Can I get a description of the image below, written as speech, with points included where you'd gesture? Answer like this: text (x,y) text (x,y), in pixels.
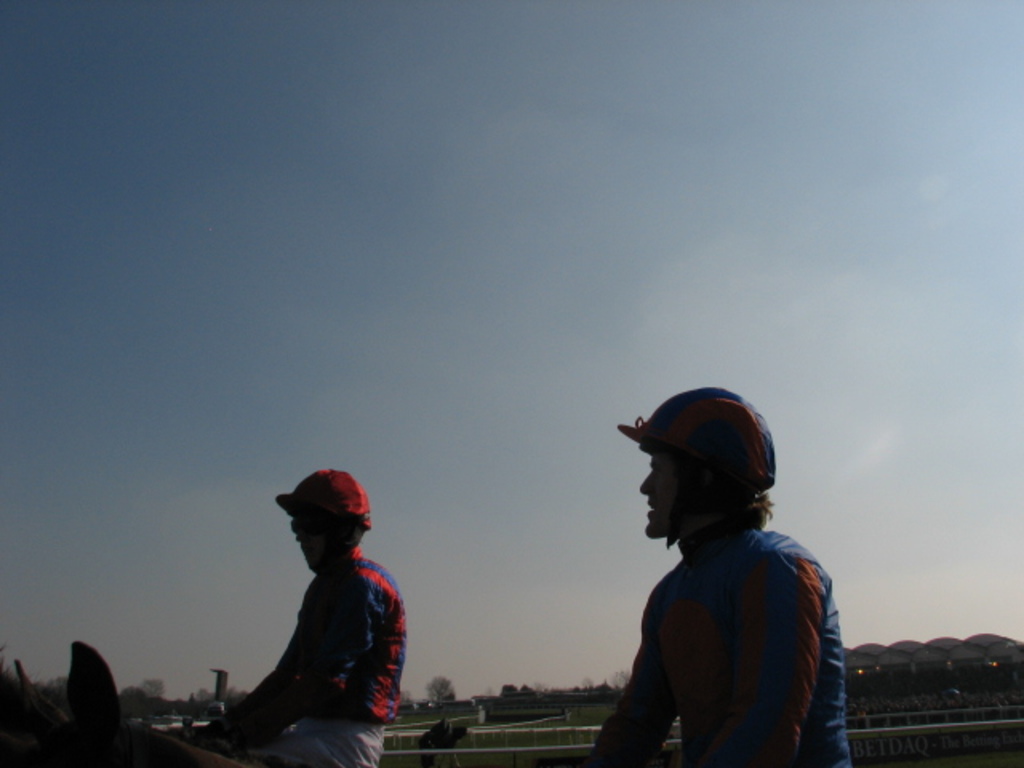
In this image there are two people (339,741). There is a horse (116,709). There are trees (203,709) and grass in the background (161,715). On the right side (882,692), I think there is a stadium (949,666). There is a sky (590,328).
